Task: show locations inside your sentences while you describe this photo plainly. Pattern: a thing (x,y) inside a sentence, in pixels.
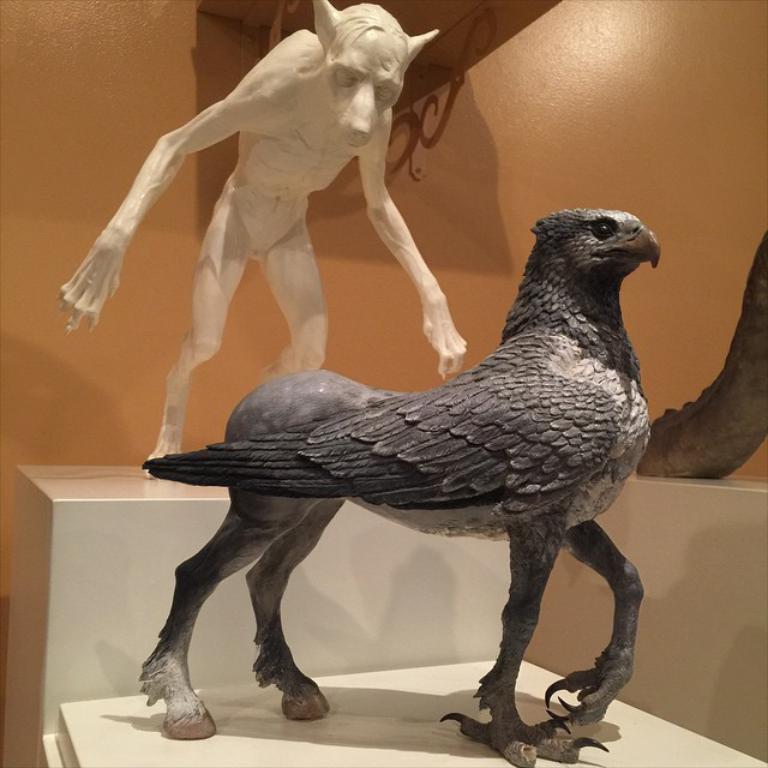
In this picture, we can see a few statues (283,422) on an object (328,610), we can see the wall (230,67).
